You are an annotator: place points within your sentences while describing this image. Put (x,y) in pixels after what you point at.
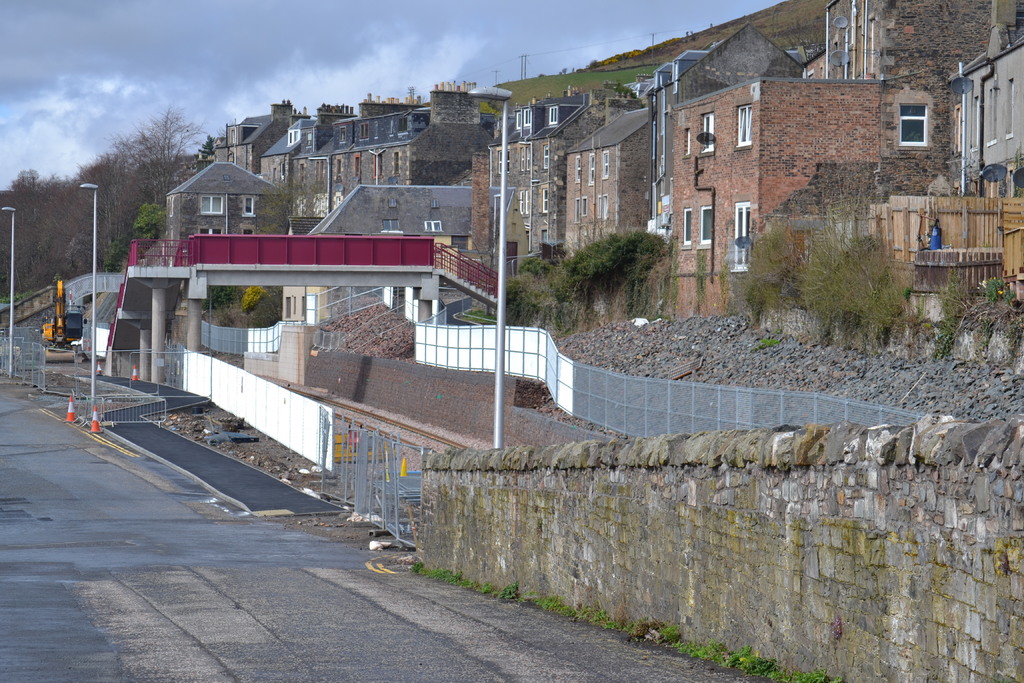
In this picture we can see a wall (705,548) and some plants (487,590) on the path (521,624). We can see a traffic cones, barricades (84,416), poles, houses (788,215), a vehicle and trees (147,205) are visible in the background (120,155). Sky (149,103) is cloudy.
